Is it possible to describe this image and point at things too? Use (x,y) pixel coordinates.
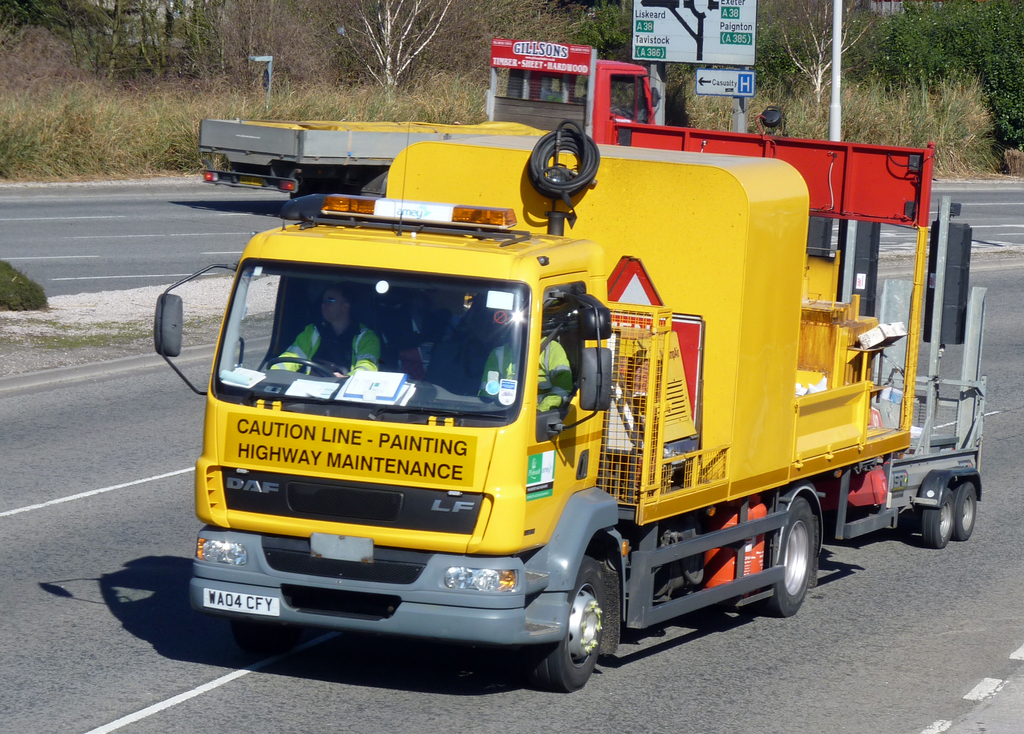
In this picture I can see there is a truck (199,573) moving on the road (234,643) and it is in yellow color and there are two persons (508,360) sitting inside the truck (277,565) and there is another truck (388,172) on top left (325,158). There are poles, direction boards (735,47) and there are plants (135,86) and trees (100,55) in the backdrop (296,37).
